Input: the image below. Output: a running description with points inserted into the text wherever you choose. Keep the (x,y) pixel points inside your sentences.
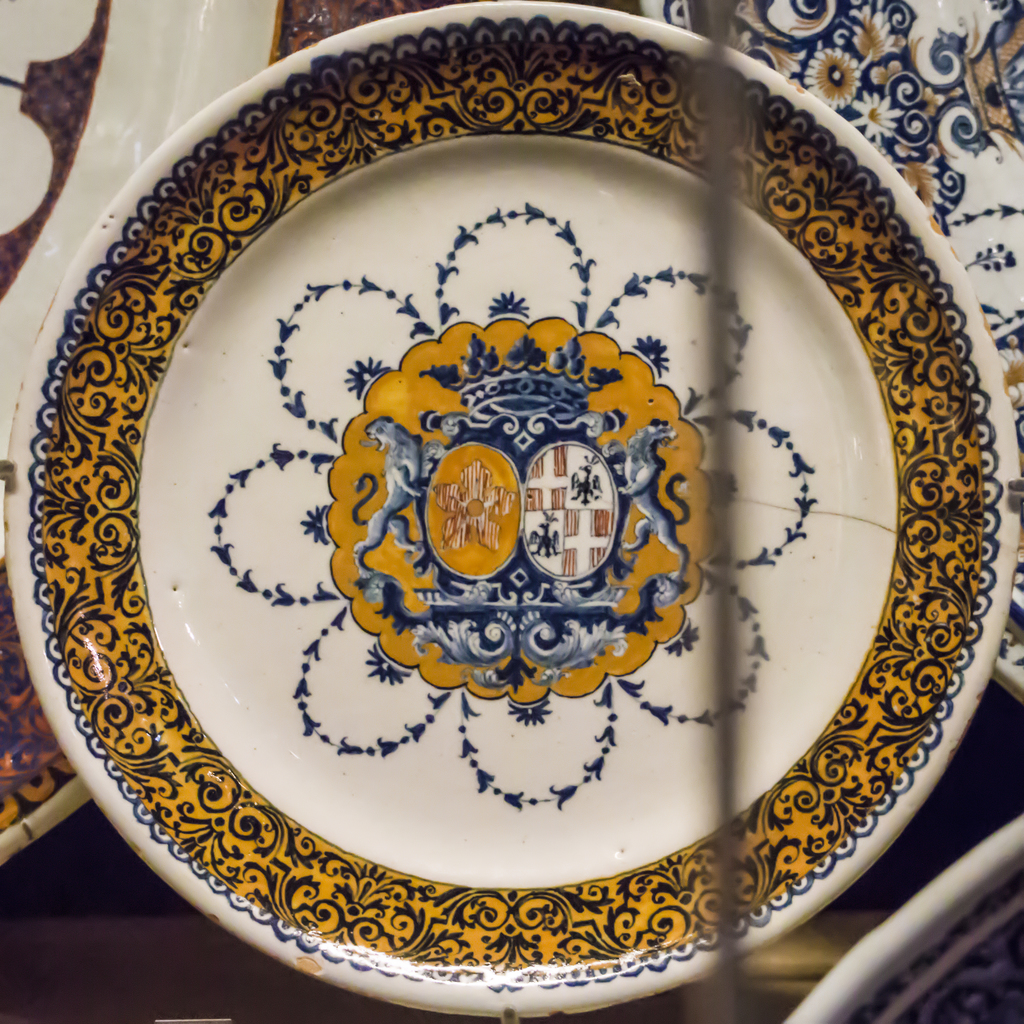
In this image we can see some plates (286,26) with images (576,626) on the surface (318,1021) which are in a display case (218,958).
